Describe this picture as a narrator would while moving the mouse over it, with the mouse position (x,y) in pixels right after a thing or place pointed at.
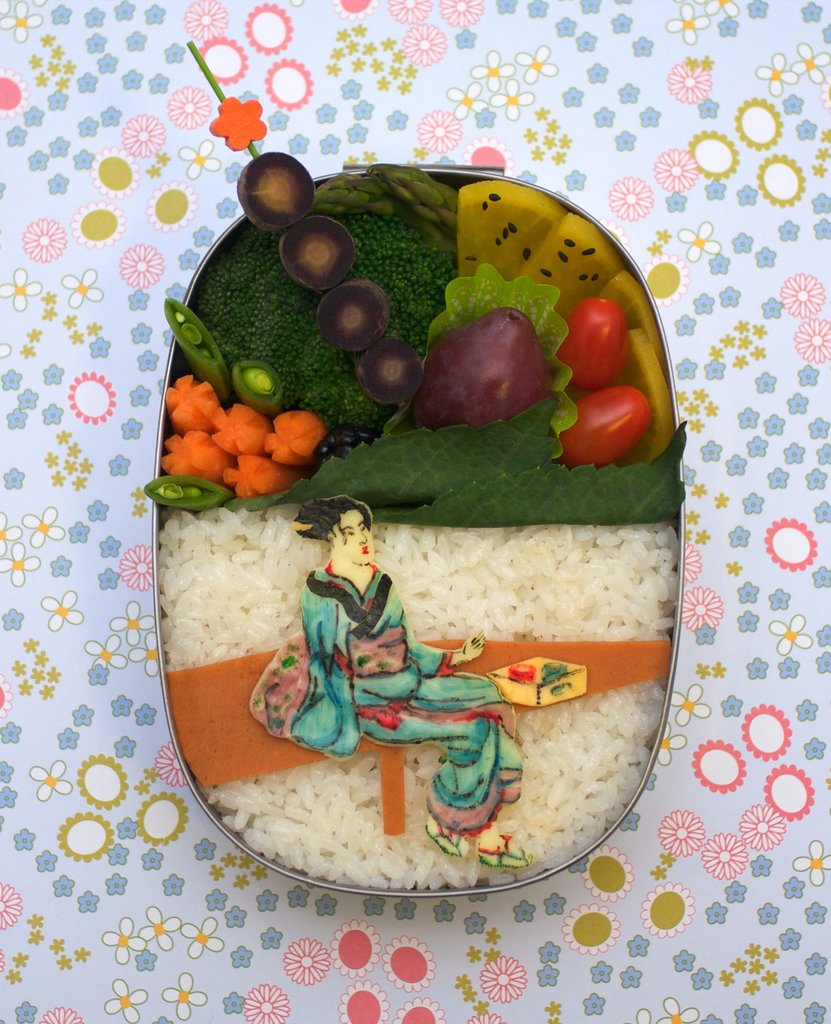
In this picture, we see a tiffin box (569,645) in which rice (549,589), carrot (241,470), beans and some other vegetables (388,262) are placed. We see a vegetable (359,650) carved in the shape of the woman (380,608) is placed in the box (471,709). This box (237,577) might be placed on the table (749,873) which is covered with a colorful sheet (724,186).
